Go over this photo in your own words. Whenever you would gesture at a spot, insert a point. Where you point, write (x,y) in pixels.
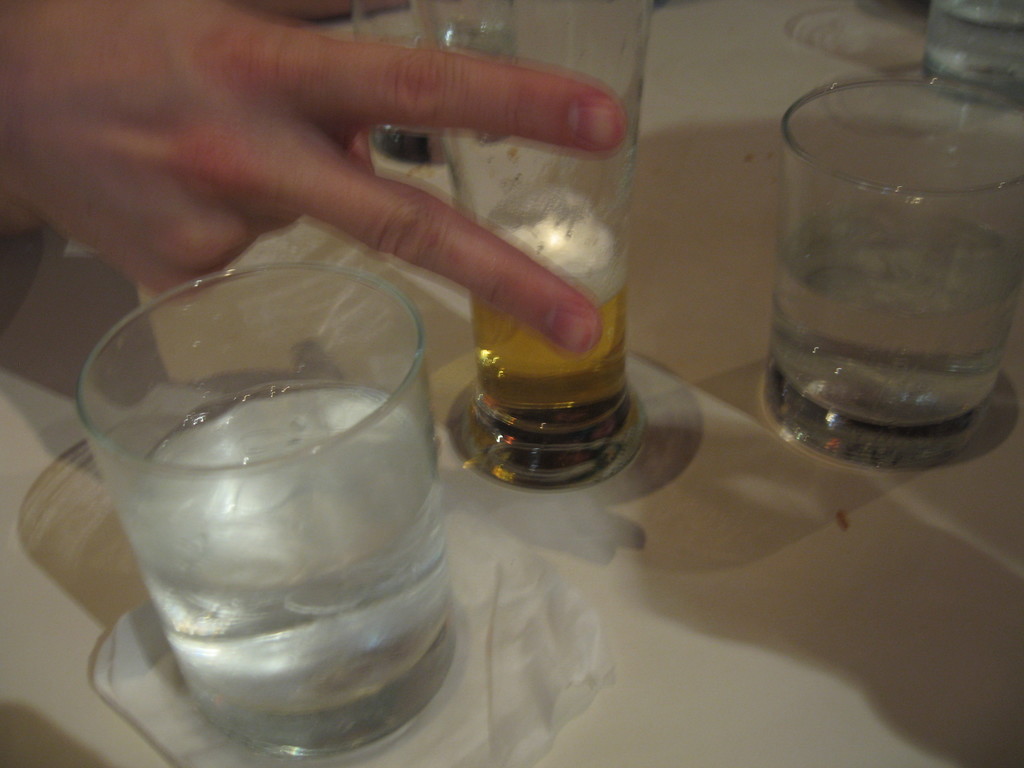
In this image we can see glasses (566,401) on the table (646,756). There is a person's hand (243,191).
